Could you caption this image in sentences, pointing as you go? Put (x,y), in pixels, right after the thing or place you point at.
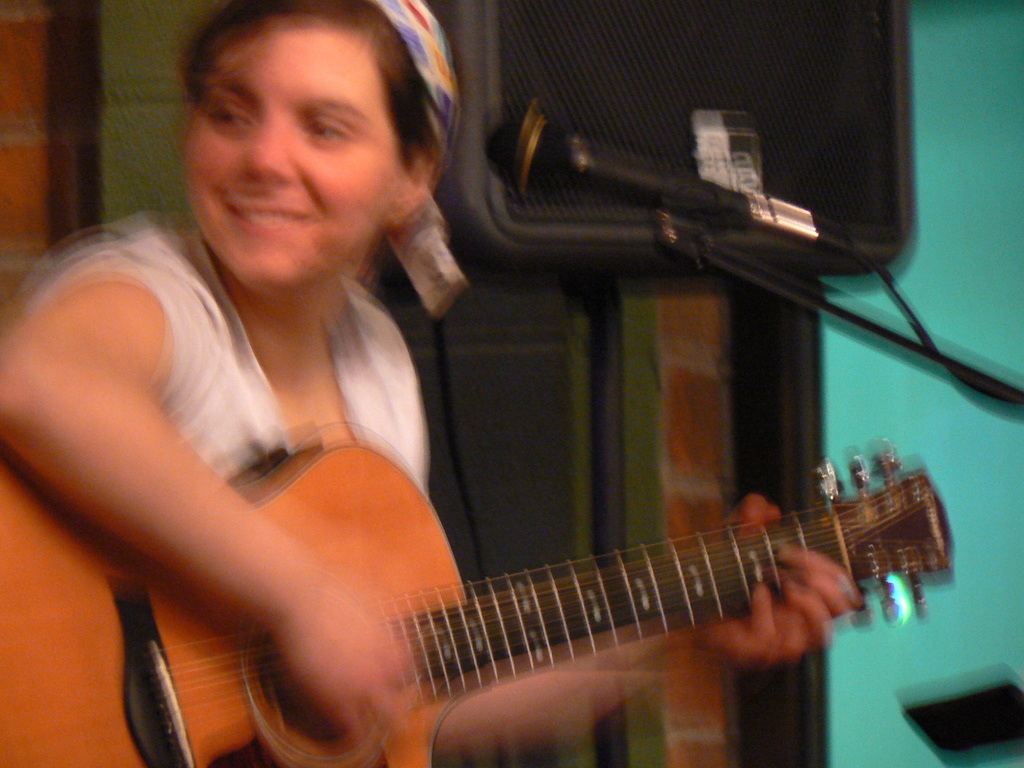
In the image there is a woman (283,357) playing guitar (473,628) in front of a mic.
